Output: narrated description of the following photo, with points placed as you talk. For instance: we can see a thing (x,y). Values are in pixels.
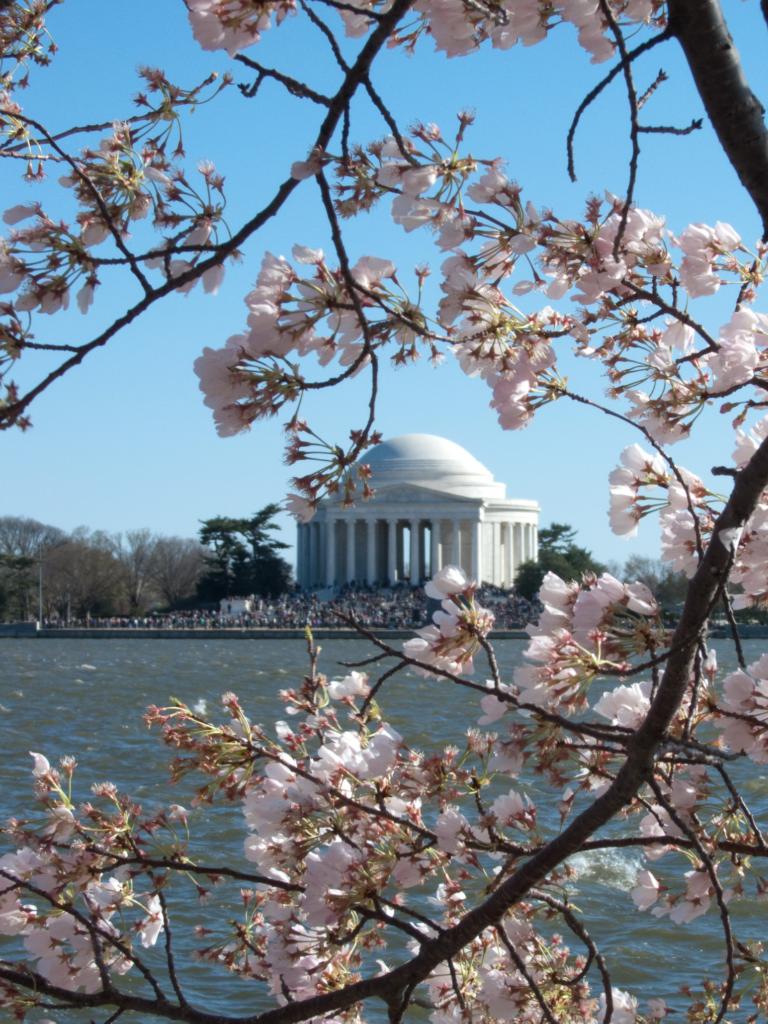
In the image there are white flowers (474,302) to the branches (373,41) of a tree (394,10), behind that there is a water surface (361,670) and behind the water surface (159,643) there are few trees (196,552) and behind that there is a white architecture (468,537).
